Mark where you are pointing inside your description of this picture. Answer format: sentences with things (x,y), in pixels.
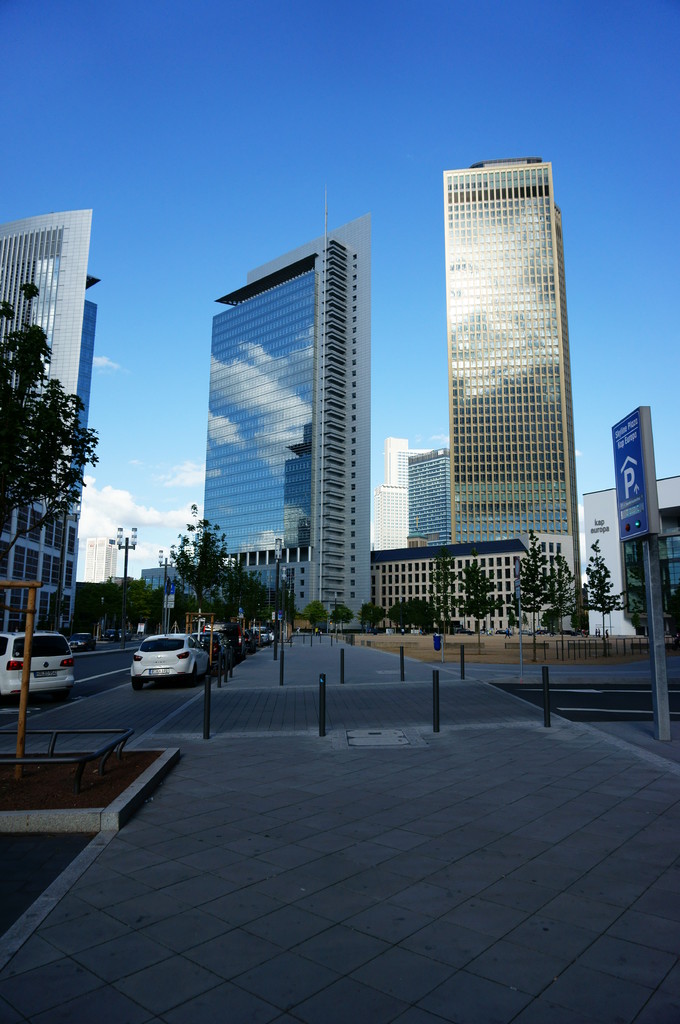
In this image we can see road (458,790), cars (162,649), trees (603,604) and buildings (358,339). Right side of the image (626,453) one sign board (620,441) is there. The sky (339,131) is in blue color with some clouds (134,505).
